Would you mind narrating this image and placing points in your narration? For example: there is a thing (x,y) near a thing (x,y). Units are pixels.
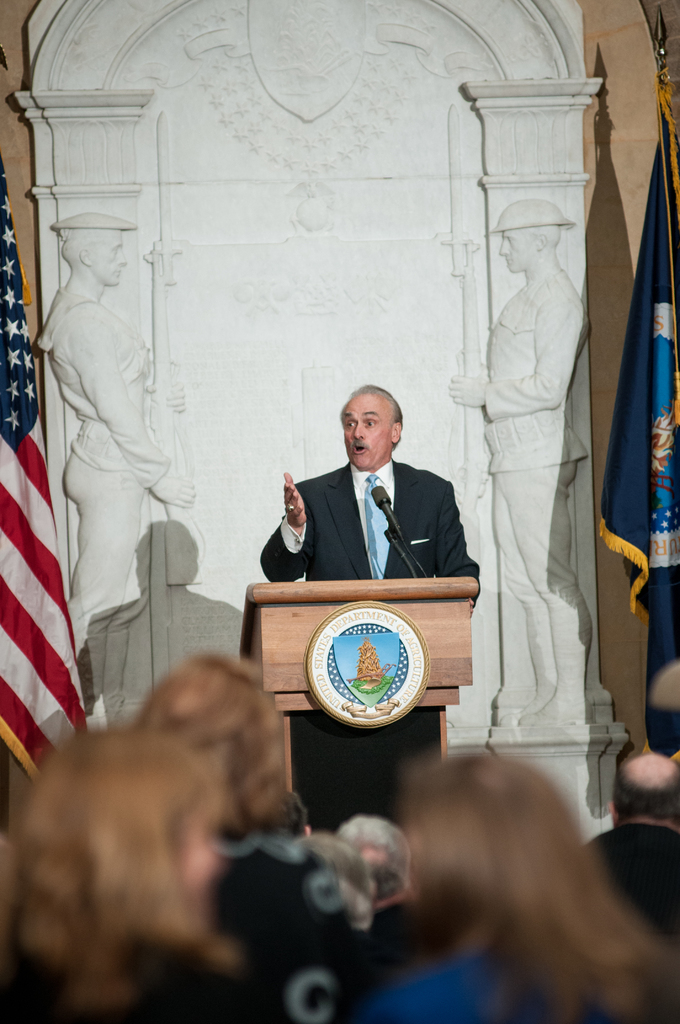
In this image a person (434,478) is standing behind the podium (424,743) and there is a microphone (386,501) and a logo (424,657) on it, behind him there are sculptures (520,253) and flags (638,308) and in front of him there are audiences (333,871).
